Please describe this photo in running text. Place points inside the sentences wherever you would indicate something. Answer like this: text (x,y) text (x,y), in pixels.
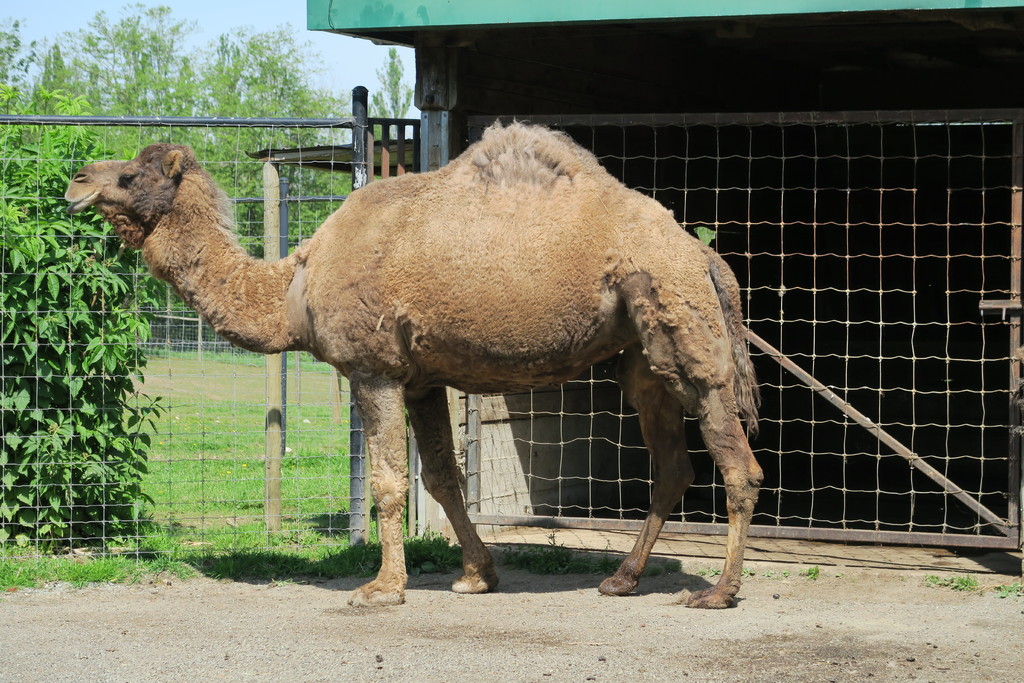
In this image in the center (519,278) there is one camel (724,286), and in the background (823,315) there is a fence (272,468), trees (312,175), plants (55,100) and one shelter (606,414). And at the bottom (513,598) there is a walkway (773,602) and grass (277,552).
